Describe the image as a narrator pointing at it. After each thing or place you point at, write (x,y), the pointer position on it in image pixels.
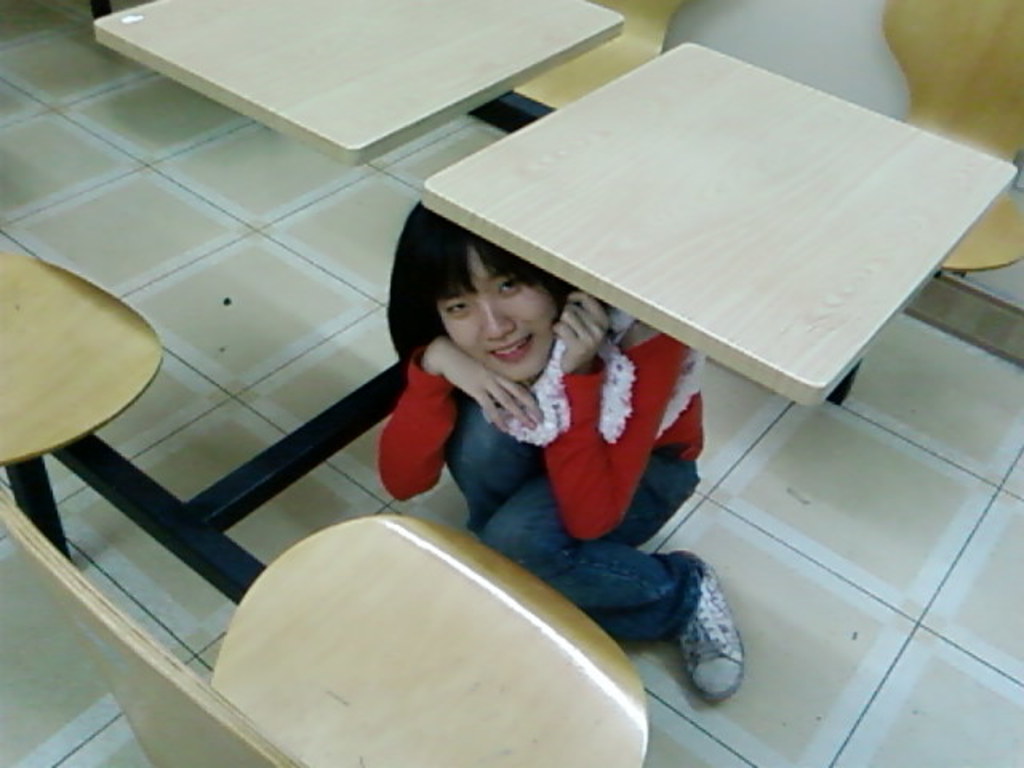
In this picture we can see a girl (569,350) wearing a red t-shirt (572,408) and blue jeans (565,551), sitting under the wooden bench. Above we can see the bench (373,57) and yellow chairs (909,79).
